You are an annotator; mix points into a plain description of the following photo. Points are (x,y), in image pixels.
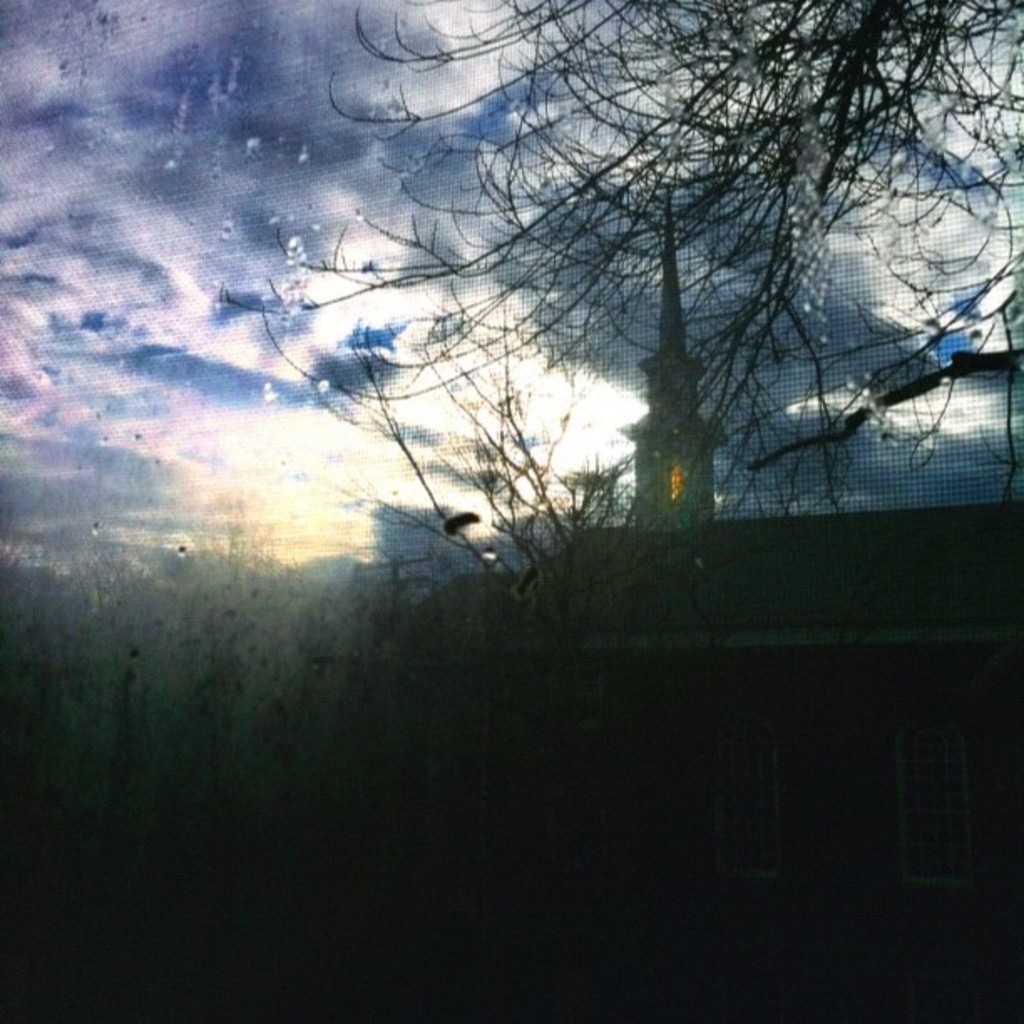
In the foreground of this image (784,233), there are trees (607,491), a building (788,623) on the right (848,588), sky (315,192) and cloud (277,152) at the top (296,104).
